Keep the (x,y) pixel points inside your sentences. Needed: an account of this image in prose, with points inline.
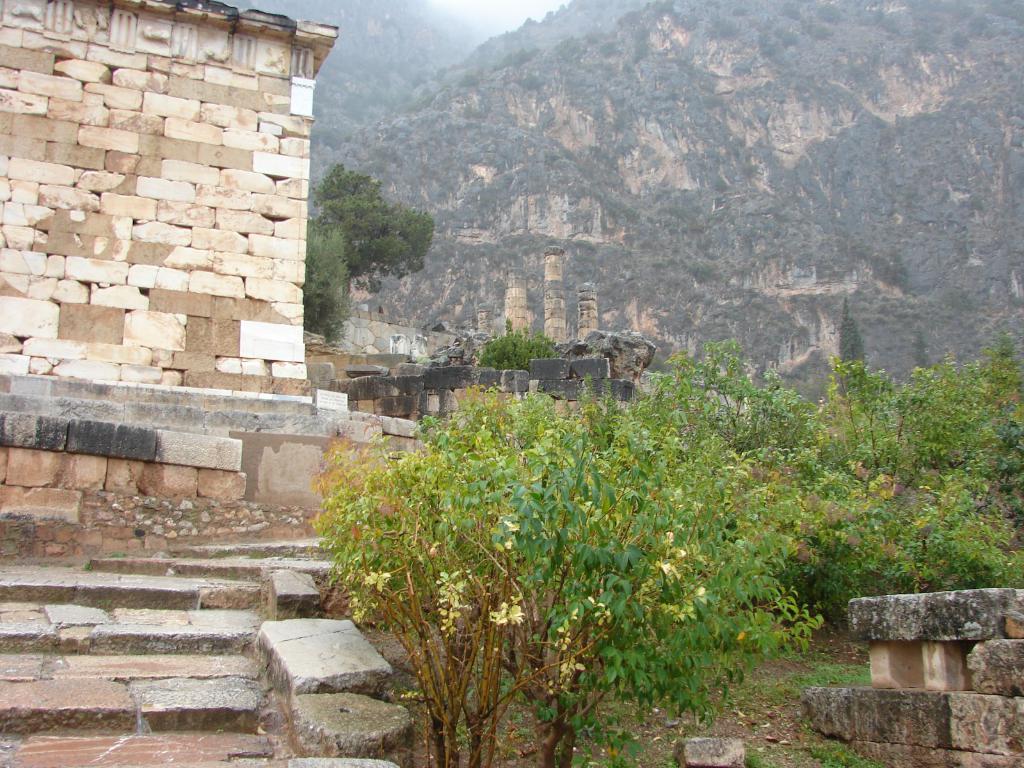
On the left side of the image (110,251) there is a building (141,339) with bricks (210,351), in front of the building (259,316) there are trees (615,496) and plants (673,525). In the background (744,99) there are mountains (582,151).
